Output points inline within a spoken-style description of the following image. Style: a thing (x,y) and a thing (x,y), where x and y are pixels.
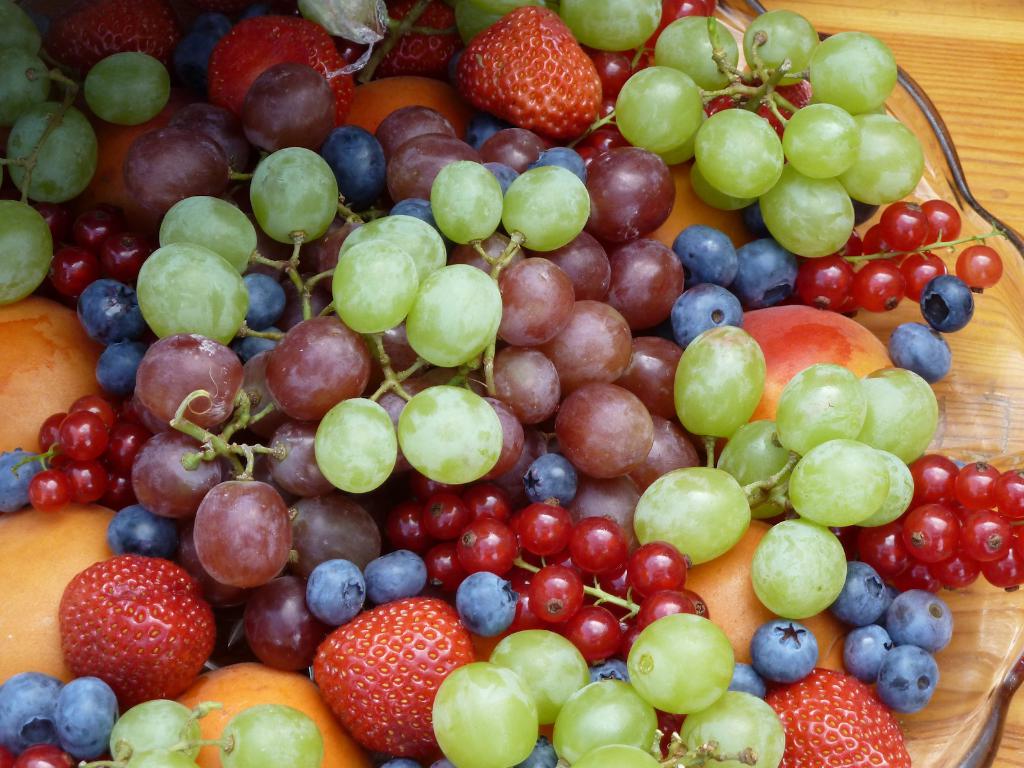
In this image I can see fruits (876,582) on a glass utensil (960,720) which is placed on a wooden surface (961,124).
